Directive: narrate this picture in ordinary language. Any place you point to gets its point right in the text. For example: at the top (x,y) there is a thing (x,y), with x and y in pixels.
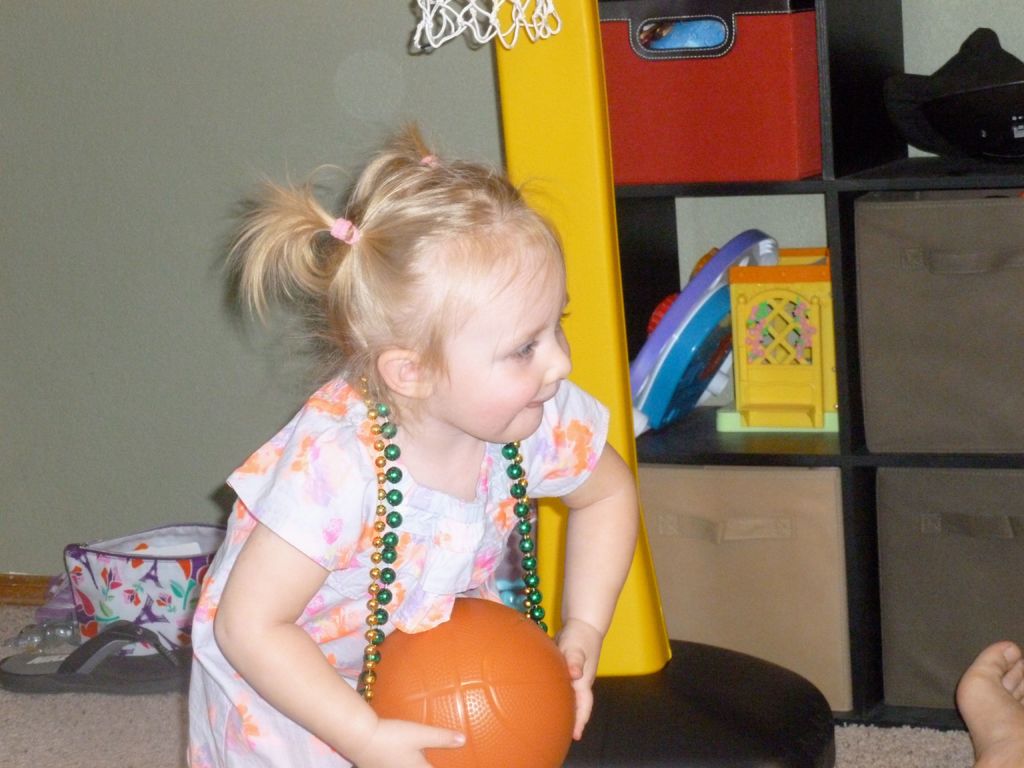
In this image I can see a girl (415,523) is holding a ball (447,663). Here I can see some objects (669,335) and a footwear (112,664).
